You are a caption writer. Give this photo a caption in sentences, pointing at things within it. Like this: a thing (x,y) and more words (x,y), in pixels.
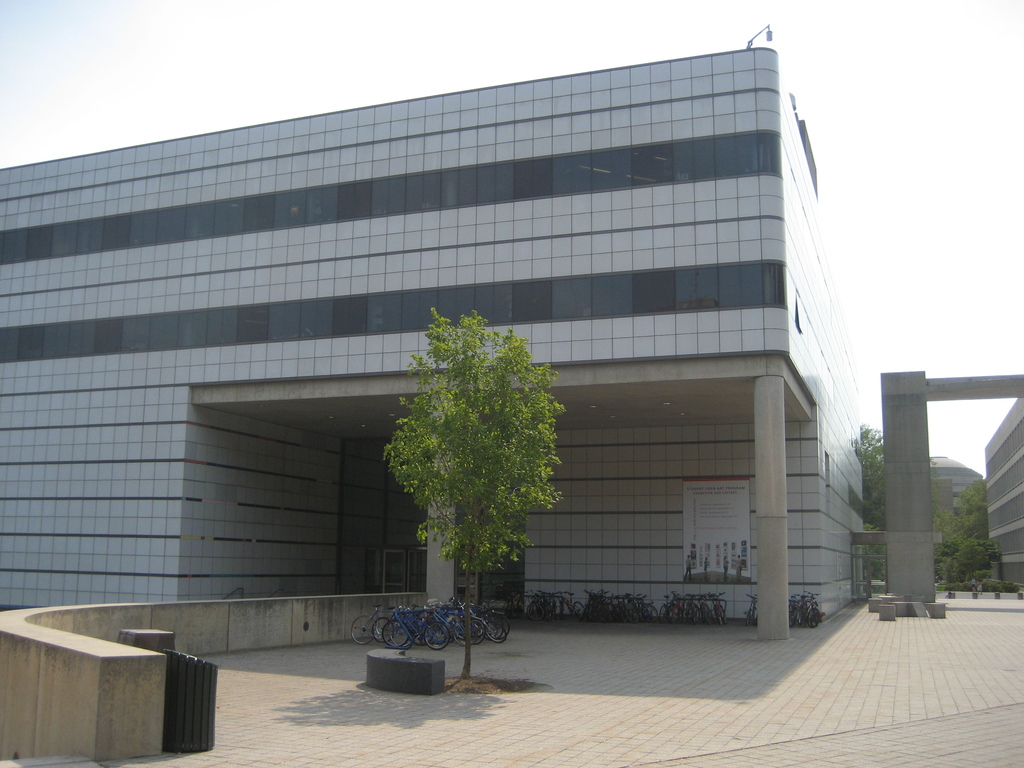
In this picture there is a glass building (190,379). On the bottom side (635,610) there are many cycles (511,610) are parked. In the front (468,496) there is a small green tree (462,504). On the right corner (905,406) there is a concrete arch (911,521) and a building (1011,520). On the front (682,681) bottom side there is a cobble stones (682,681) on the ground (737,670).
